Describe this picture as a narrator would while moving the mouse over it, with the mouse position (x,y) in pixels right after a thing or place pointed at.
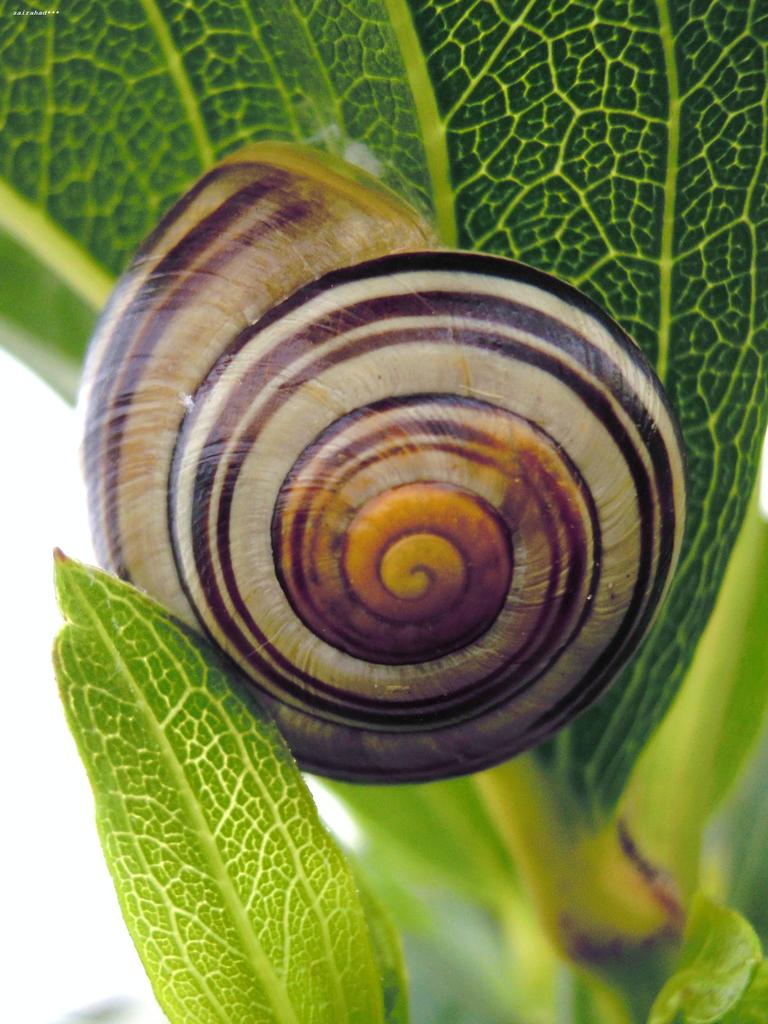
In this image we can see a snail (330,447) on the plant (564,151).
